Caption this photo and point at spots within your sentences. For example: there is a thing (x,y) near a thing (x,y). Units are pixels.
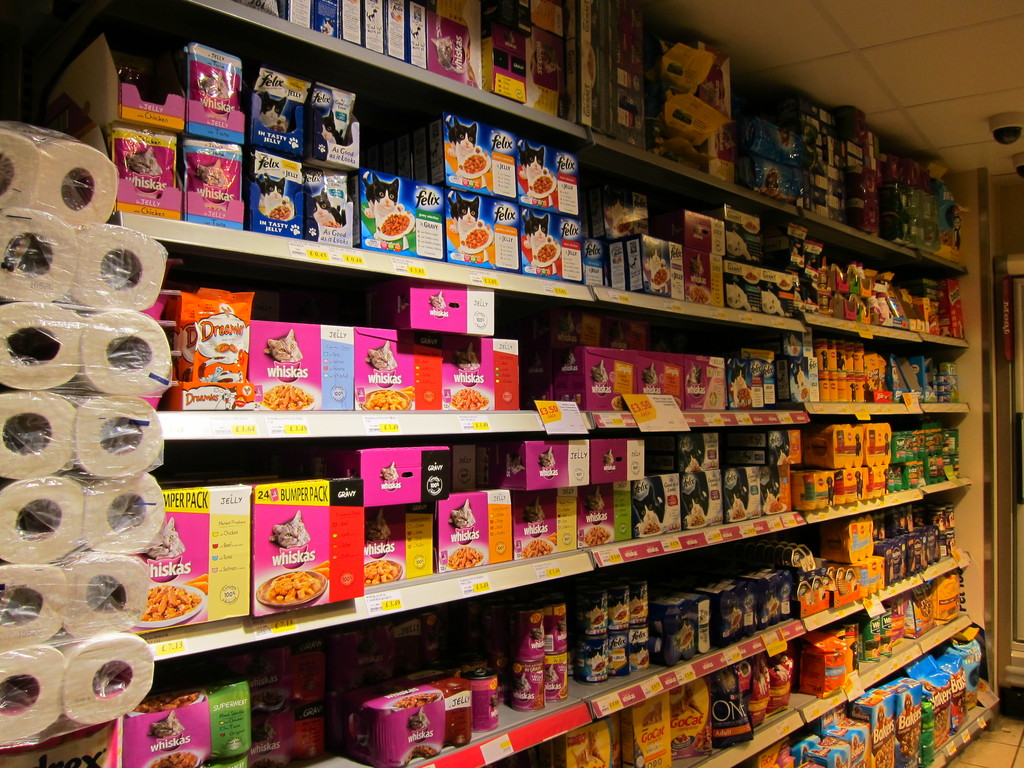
This is the picture of a supermarket (963,146). In this image there are different types of product boxes (219,566) in the cupboard (901,408). On the left side of the image (115,235) there are tissues rollers (50,699) in the cover (135,367) and there are price boards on the cupboards (145,220). At the top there are cc cameras (1015,141). At the back (1007,382) there is a door (1020,376).
